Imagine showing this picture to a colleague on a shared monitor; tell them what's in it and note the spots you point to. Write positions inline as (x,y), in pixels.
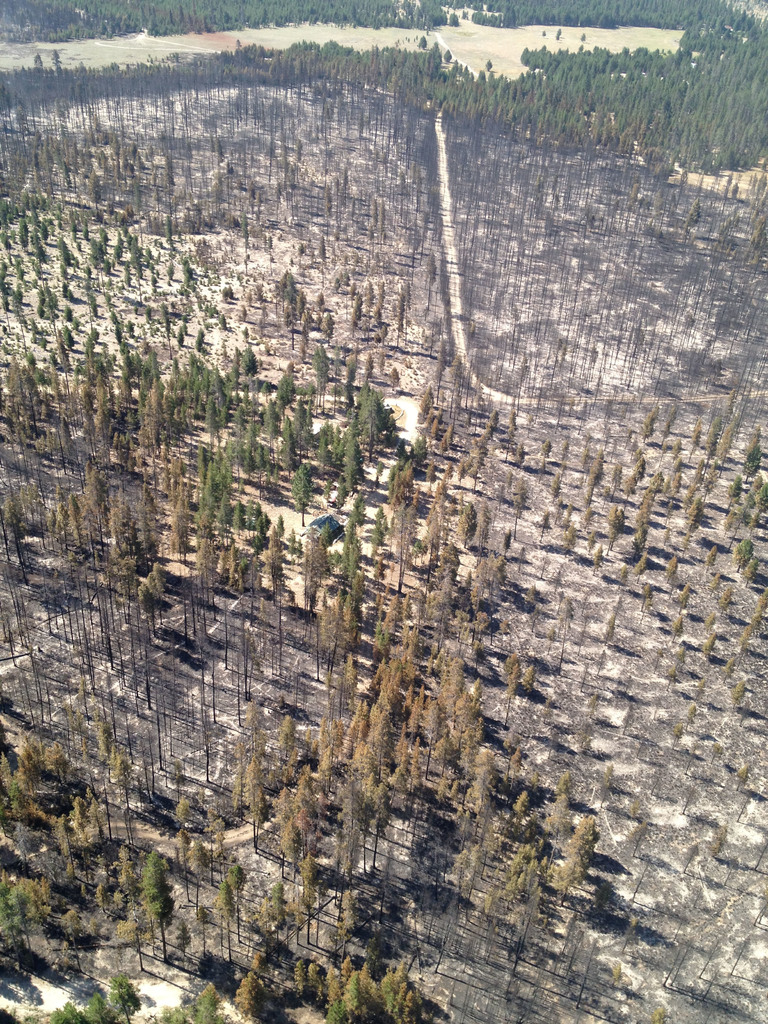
The picture is a forest (216,375). In this picture there are trees (200,14) and some dry land (460,51).
